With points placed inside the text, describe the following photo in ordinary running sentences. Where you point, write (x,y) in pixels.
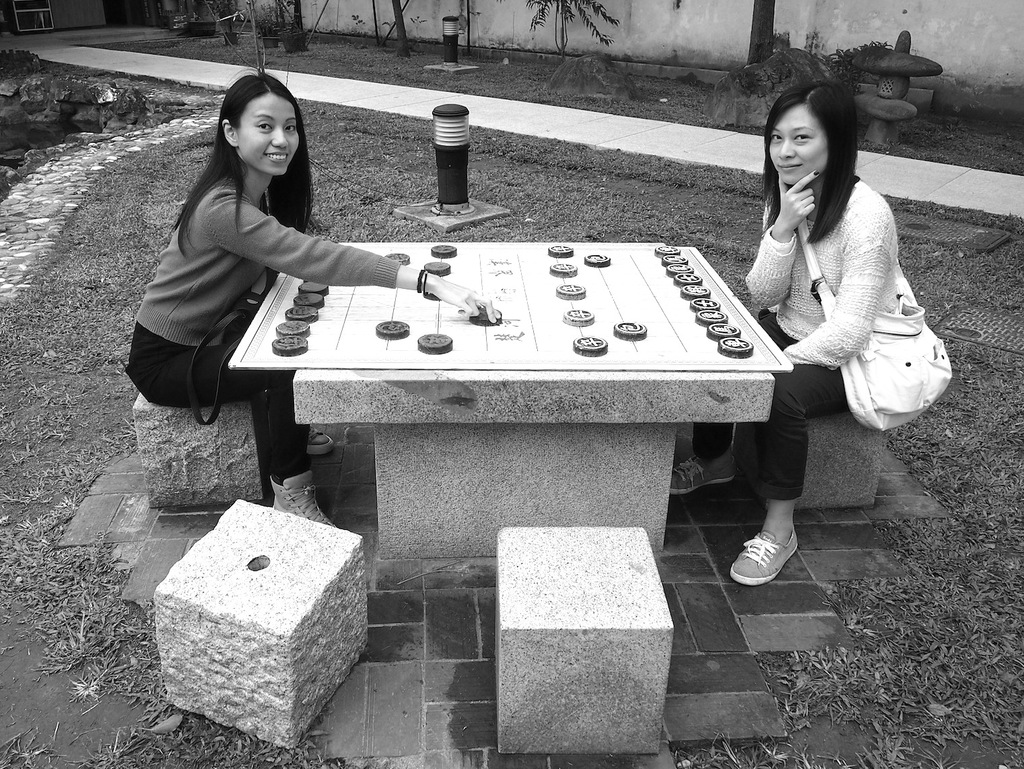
Two women's (239,251) sitting on a rock (221,453) and playing a game (563,297) which is in front of them.
